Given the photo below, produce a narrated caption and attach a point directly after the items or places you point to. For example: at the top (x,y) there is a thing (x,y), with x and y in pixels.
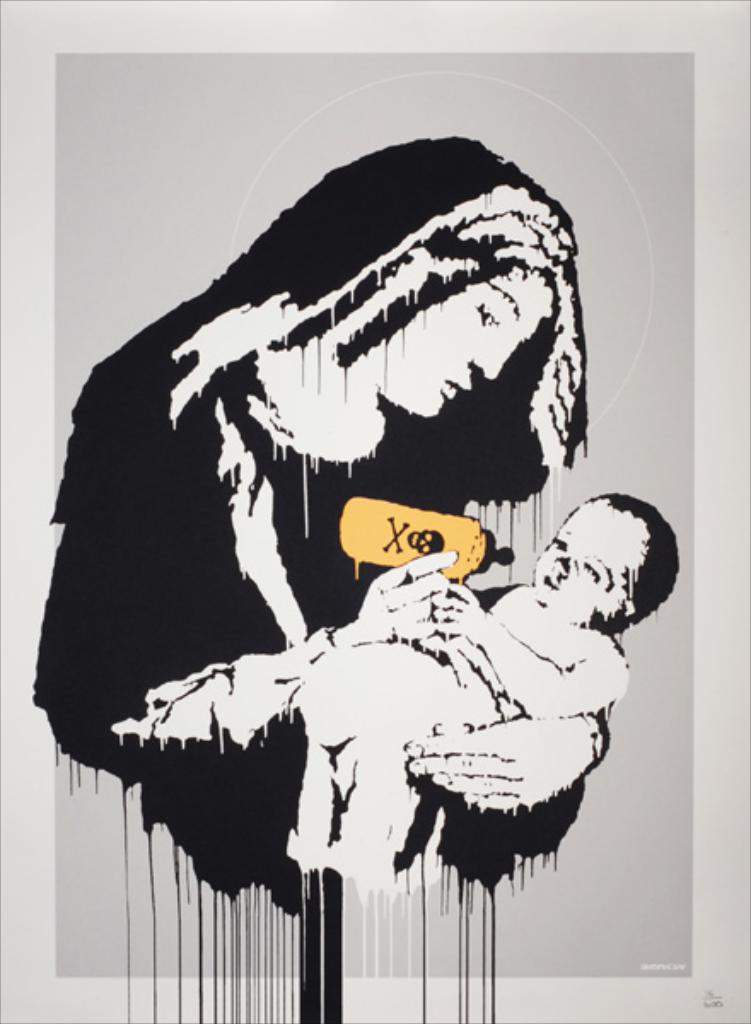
This is a painting of an image. In the image there is a lady (130,677) holding a baby (533,611) and a feeding bottle (396,554) in the hand (437,767).
